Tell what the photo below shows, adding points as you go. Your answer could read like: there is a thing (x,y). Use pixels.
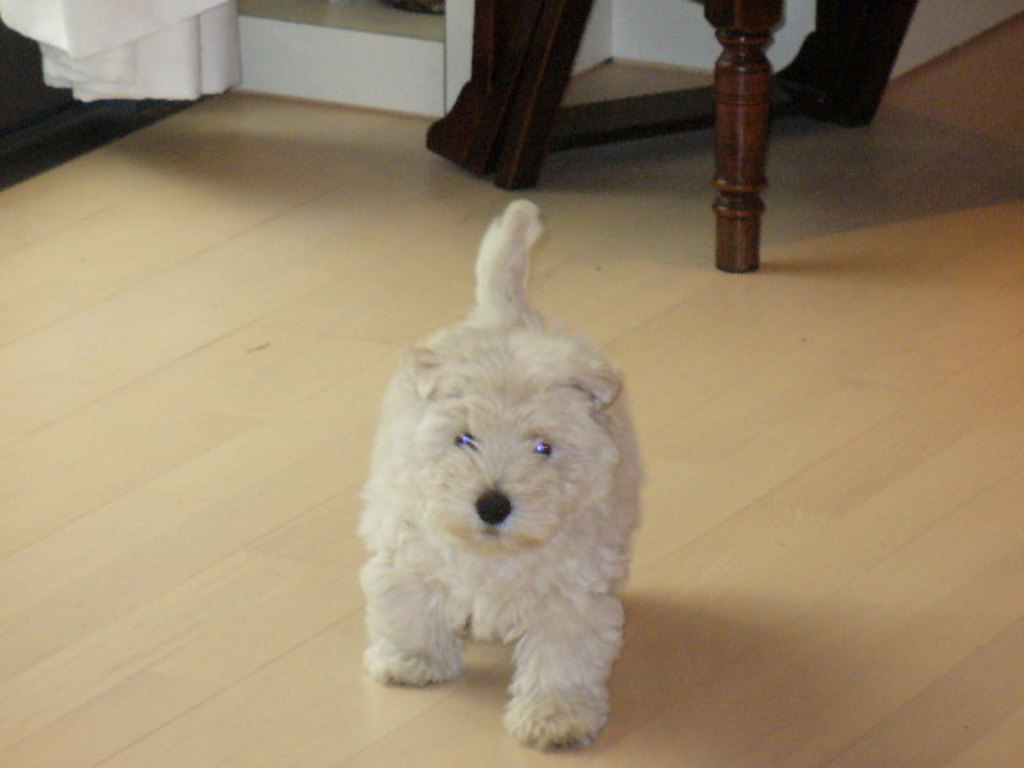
In this picture we can see a dog (514,540) on the floor (481,672). In the background (211,25) we can see cloth (203,1) and wooden sticks (741,175).
